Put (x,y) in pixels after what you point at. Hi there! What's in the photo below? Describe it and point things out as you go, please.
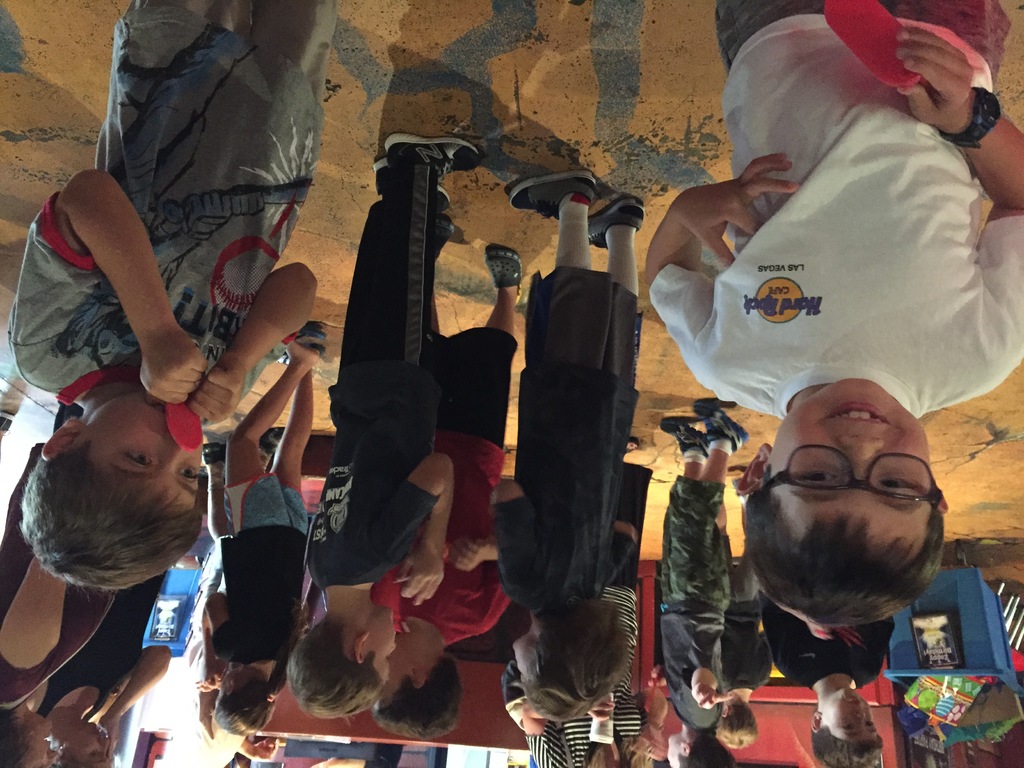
In this image I can see there are few persons (598,610) standing at the bottom right (993,665) I can see a basket (970,650).
